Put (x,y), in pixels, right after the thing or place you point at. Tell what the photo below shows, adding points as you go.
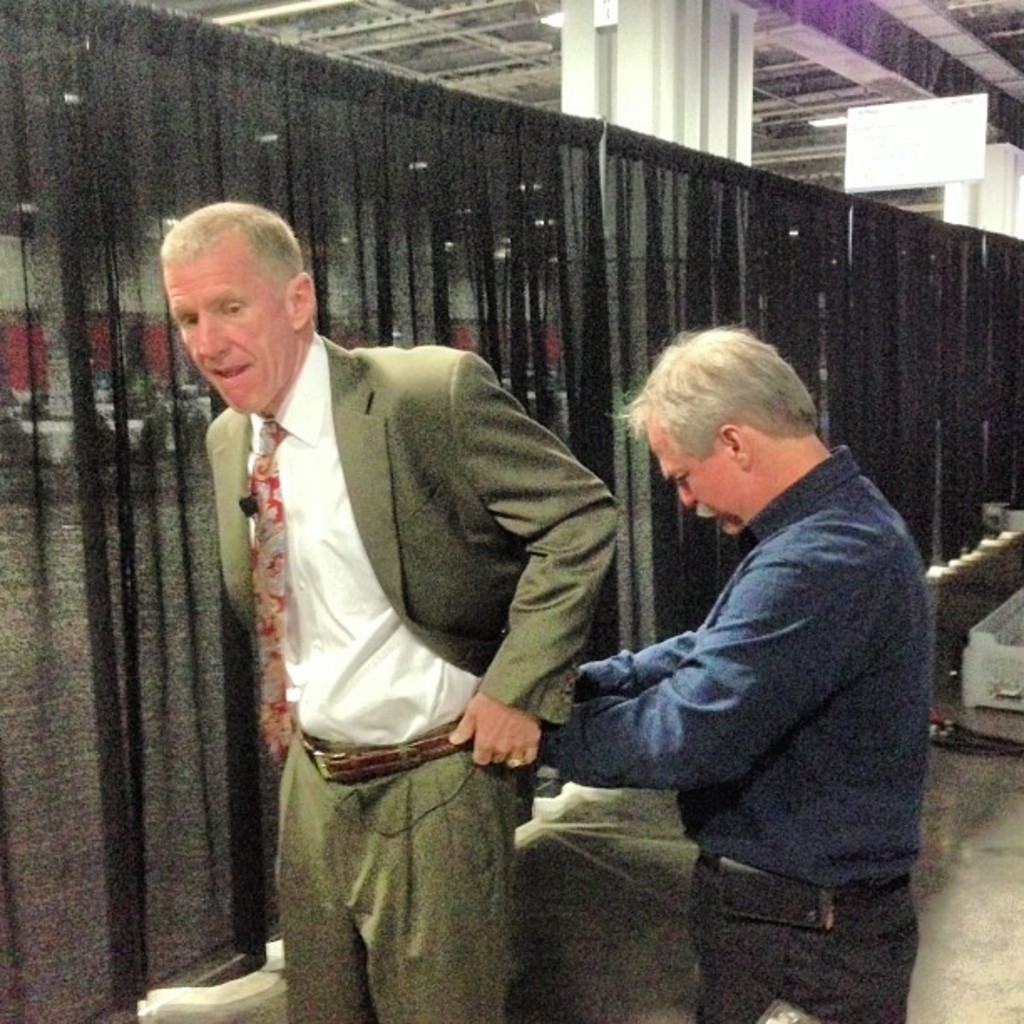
In this image there are two men (712,839), one is wearing blue color shirt (834,651), black color pant (763,942) and another man (553,620) is wearing green color suit (439,527), in the background (936,245) there is a black curtain (308,182).
